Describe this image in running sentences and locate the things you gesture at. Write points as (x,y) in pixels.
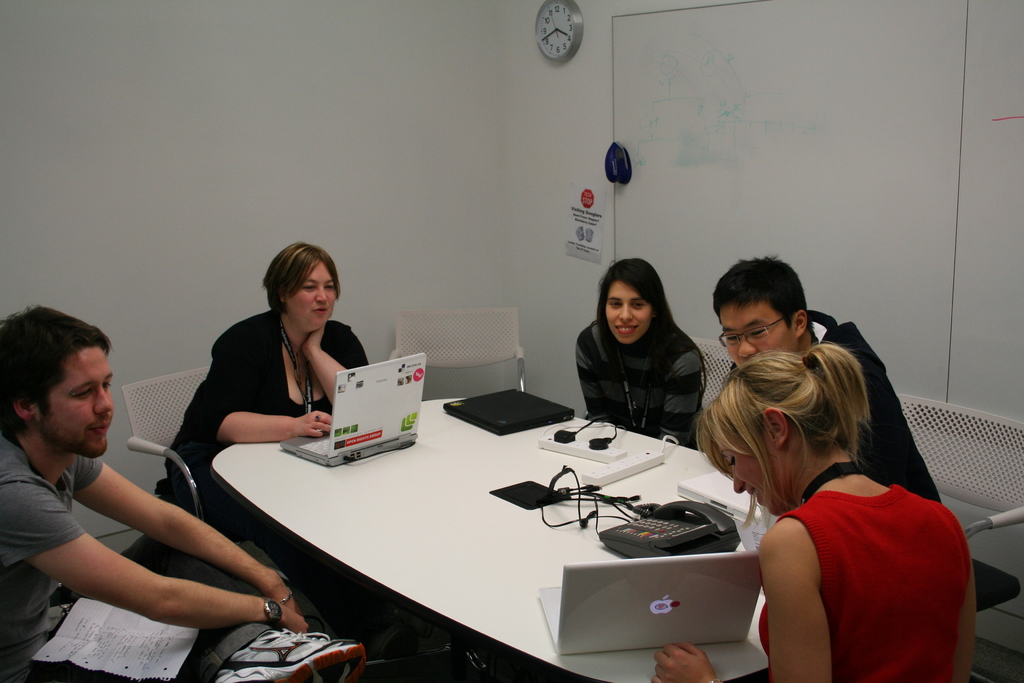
In this image I can see the group (583,395) of people sitting in-front of the table (538,471). On the table (538,471) there are laptops (404,403) and the telephone (737,530). To the wall (584,74) there is a clock (577,42).
